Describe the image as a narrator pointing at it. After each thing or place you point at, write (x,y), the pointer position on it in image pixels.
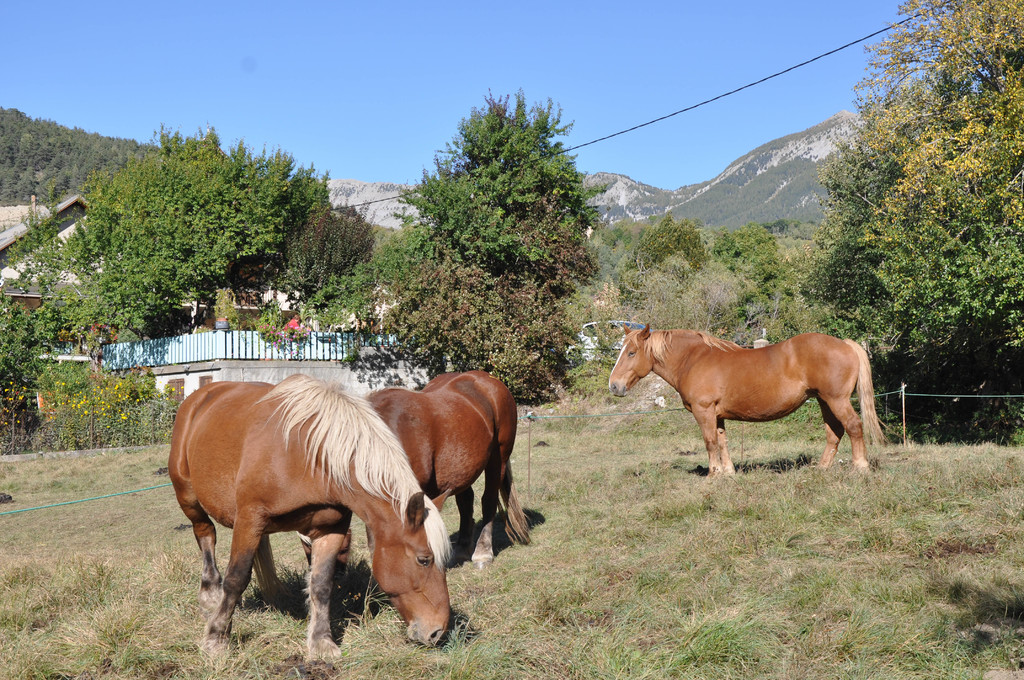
In this picture we can see three horses (325,483) on the ground (125,469), rope (110,494), trees (657,248), mountains (781,188), building (27,220), fences (346,340), sticks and in the background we can see the sky (335,98).
